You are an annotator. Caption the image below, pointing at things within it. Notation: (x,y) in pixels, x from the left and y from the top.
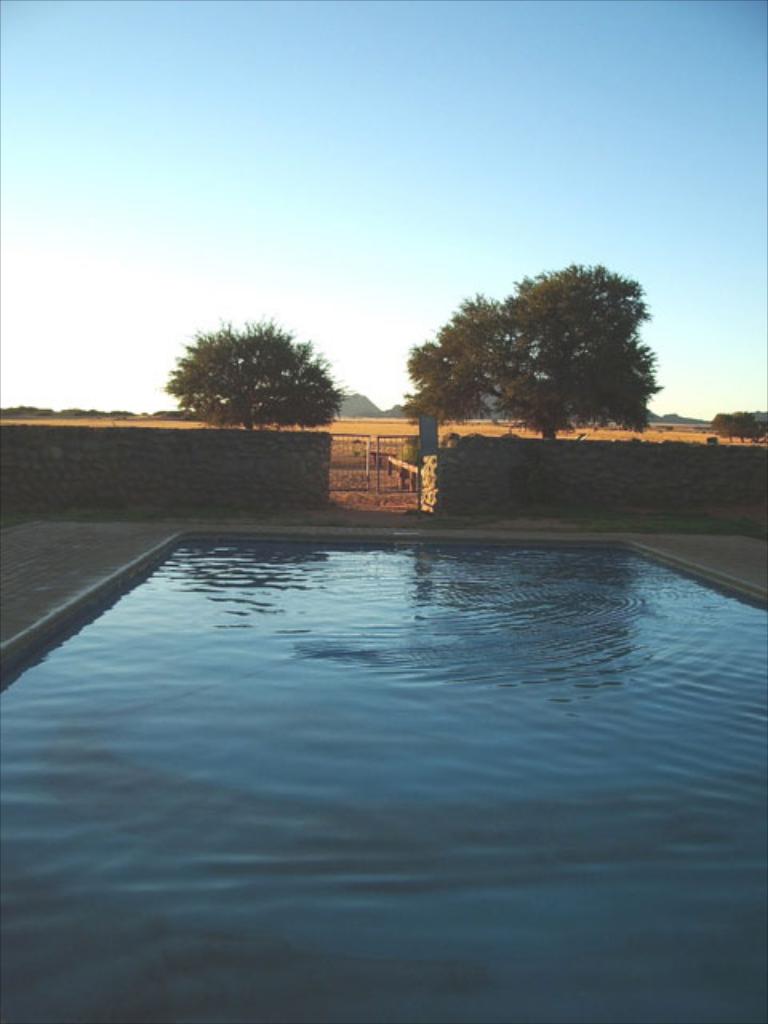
This is water (505,778). In the background (307,489) we can see a wall (515,458), gate (415,458), board (428,448), trees (426,398), and sky (432,156).
